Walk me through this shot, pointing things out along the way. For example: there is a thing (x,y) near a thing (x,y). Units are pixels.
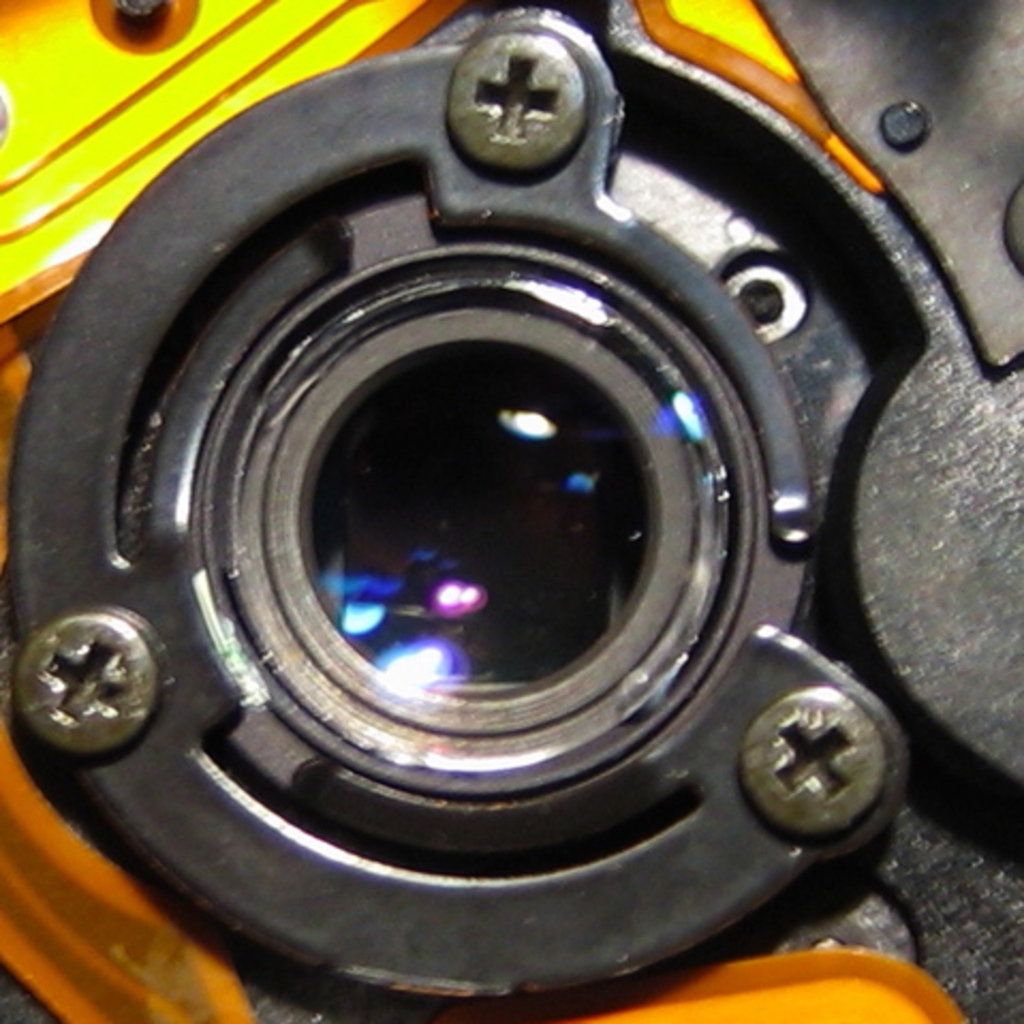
In this image I can see an object (332,297) in black and yellow color.
